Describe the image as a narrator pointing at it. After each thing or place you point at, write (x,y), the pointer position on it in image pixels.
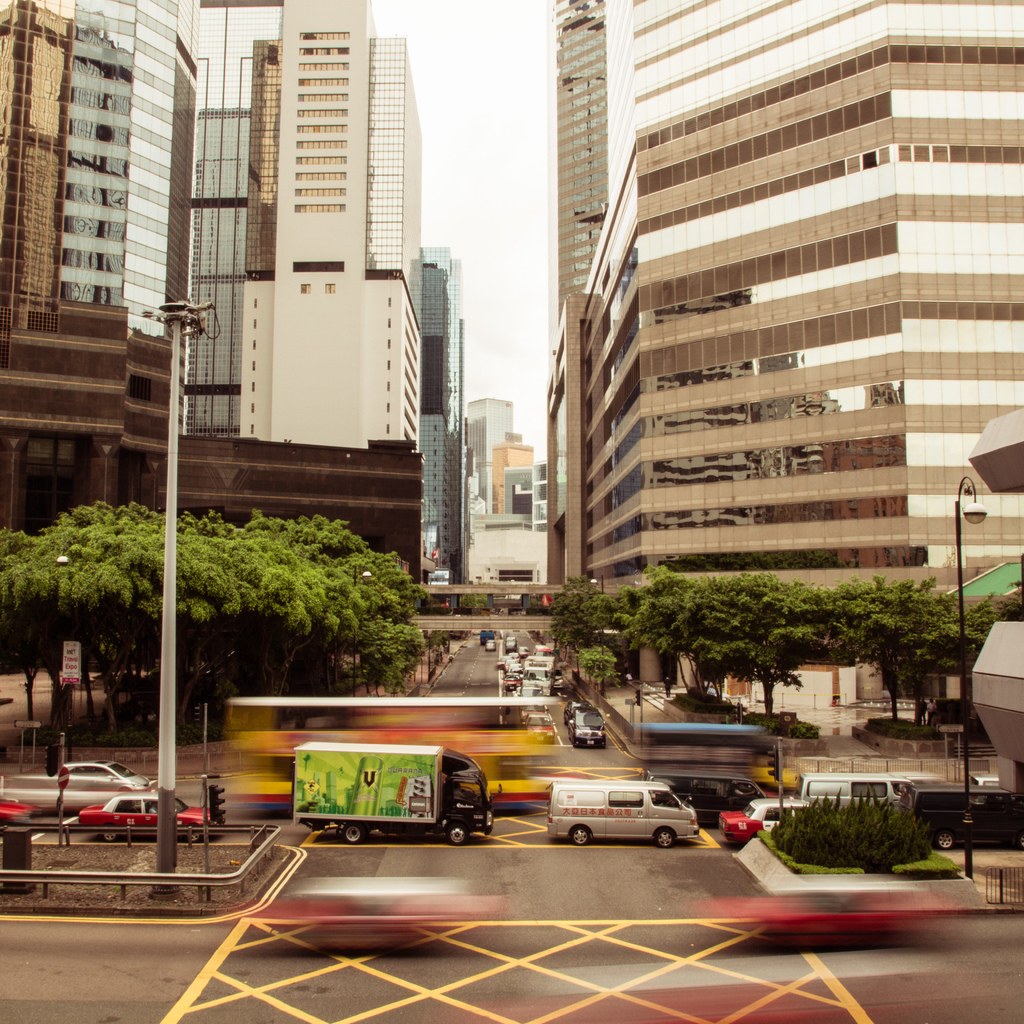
In this picture I can see vehicles (394,735) on the road (386,979), there are poles (166,886), lights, trees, buildings (29,490), and in the background (537,267) there is sky (523,143).
